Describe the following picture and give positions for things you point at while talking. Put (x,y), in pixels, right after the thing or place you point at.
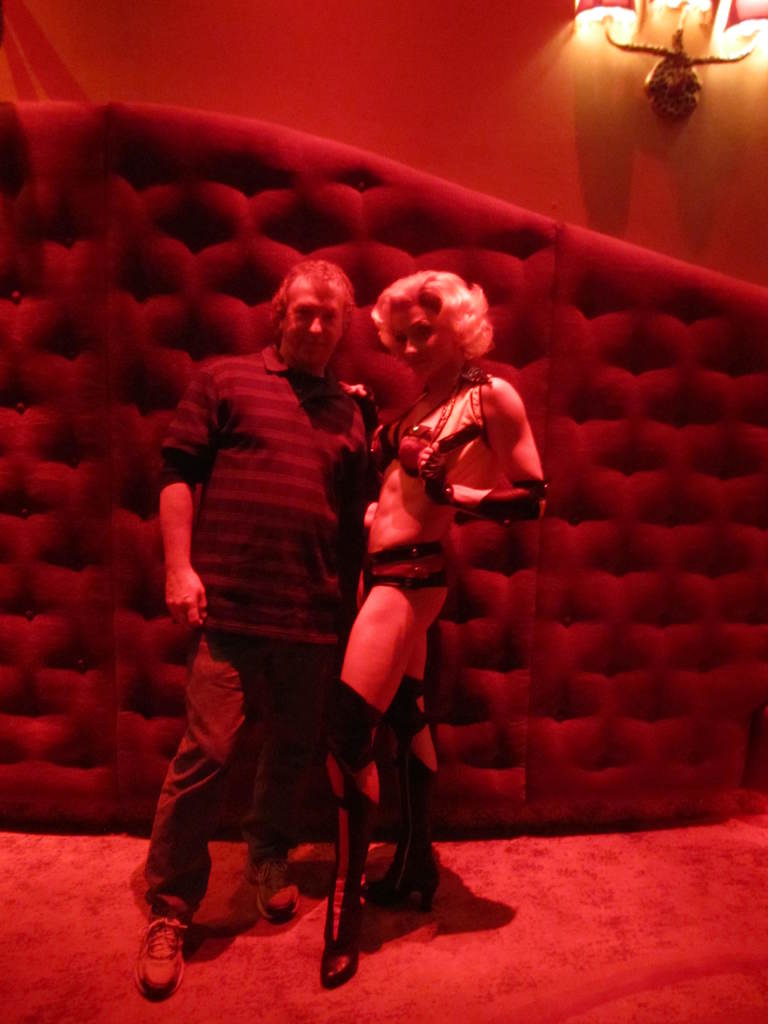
In this image we can see a man (263,681) and a woman (409,812) standing on the floor (464,982). In the background (502,271) we can see the wall (523,100) and also the lights (669,69).
